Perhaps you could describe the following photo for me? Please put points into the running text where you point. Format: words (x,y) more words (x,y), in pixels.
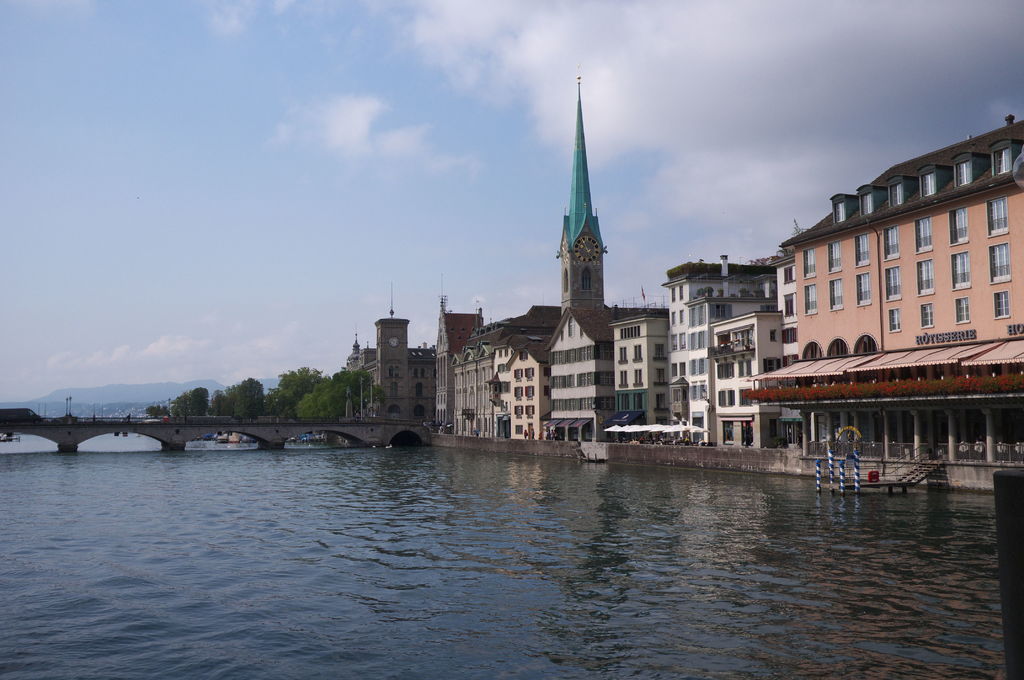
In the foreground of the picture (235,668) there is water (567,543). On the right (844,382) there are buildings (813,402). In the center of the background (318,400) there are trees (261,400), buildings (526,402), bridge (185,438) and hill (189,385). Sky (309,120) is bit cloudy.
